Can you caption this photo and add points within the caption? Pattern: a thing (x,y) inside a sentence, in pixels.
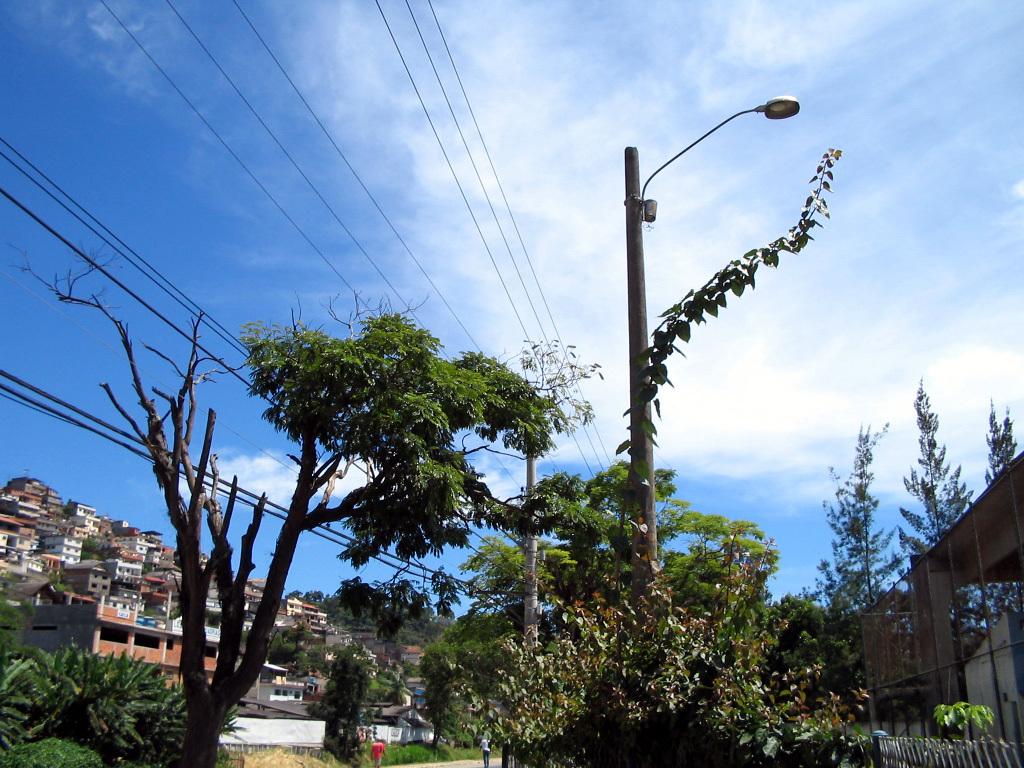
In the center of the image (453,419) there are trees (674,534) and we can see poles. In the background (156,579) there are buildings (69,610). On the right (902,704) there is a shed (933,687). In the background (438,161) there is sky (426,133) and wires (463,140).
